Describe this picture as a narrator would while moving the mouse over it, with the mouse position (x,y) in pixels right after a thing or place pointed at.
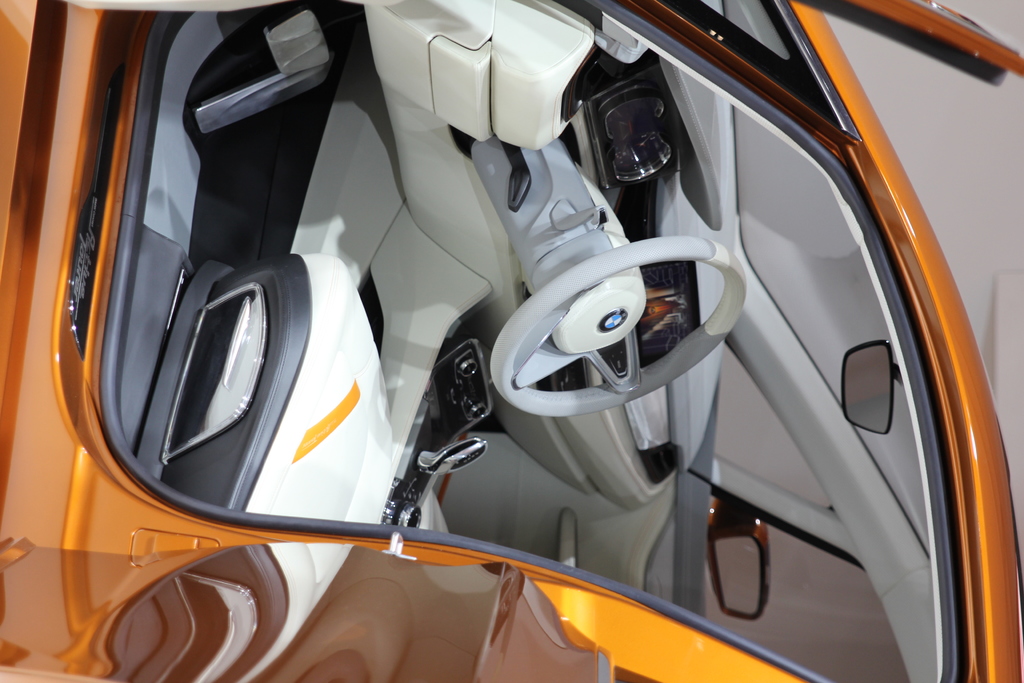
In this image there is a car (563,290).
